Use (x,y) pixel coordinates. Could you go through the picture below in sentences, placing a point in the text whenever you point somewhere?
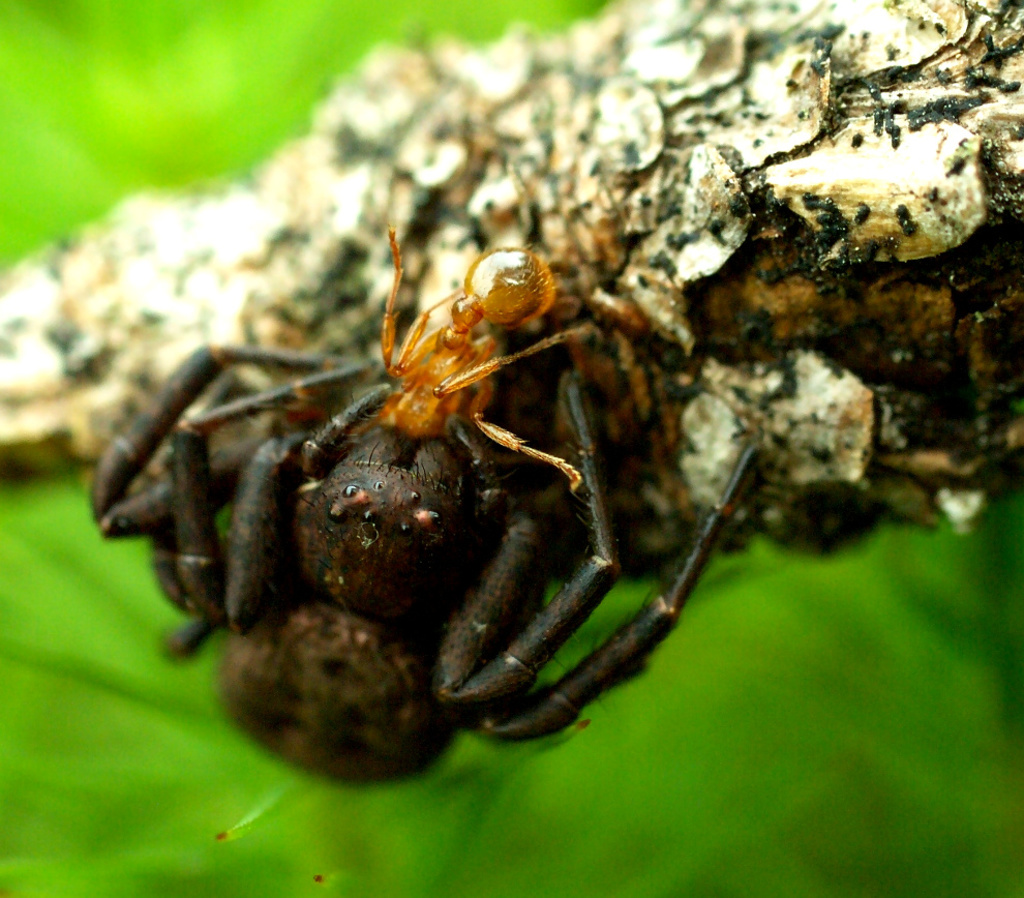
In this picture we can see a spider (529,639) and an ant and in the background (633,604) we can see it is blurry.
